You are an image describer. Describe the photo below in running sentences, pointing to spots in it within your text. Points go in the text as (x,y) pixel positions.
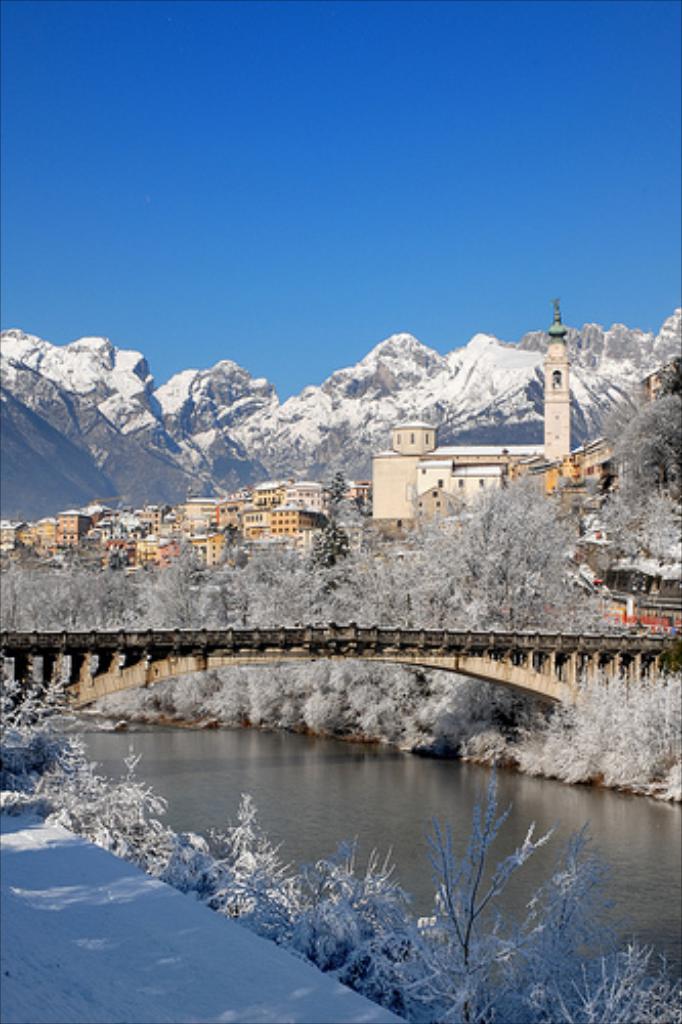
In this picture I can observe a lake (494,854) in the bottom of the picture (361,862). In the middle of the picture (239,658) I can observe bridge (122,668) across the lake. There are some plants (666,701) and trees (227,674) on the land (180,927). I can observe buildings (288,533) in the middle of the picture (410,478). In the background (155,415) there are mountains (229,382) and sky (280,212).
